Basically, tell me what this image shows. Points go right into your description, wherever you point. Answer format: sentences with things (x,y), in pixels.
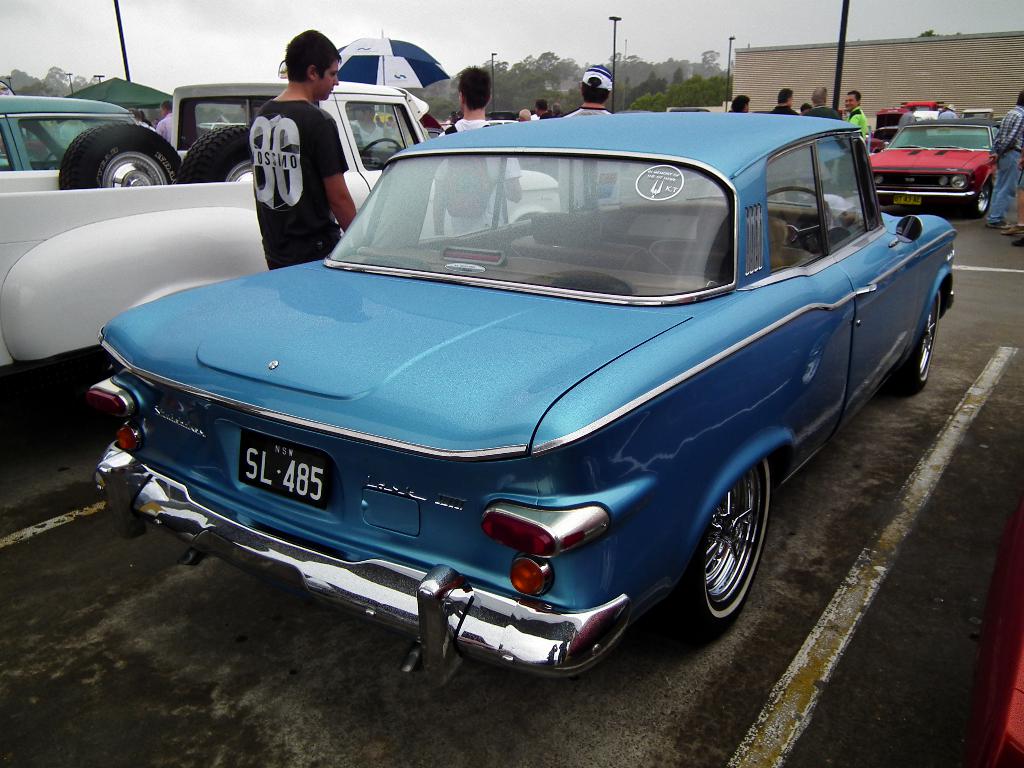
In this image I can see few vehicles (690,379) on the road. In front (619,495) the vehicle (435,309) is in blue color, background (718,2) I can see few persons (289,192) standing, few light poles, trees (715,90) in green color and a green color tent (145,100), and the sky (263,29) is in grey color.
